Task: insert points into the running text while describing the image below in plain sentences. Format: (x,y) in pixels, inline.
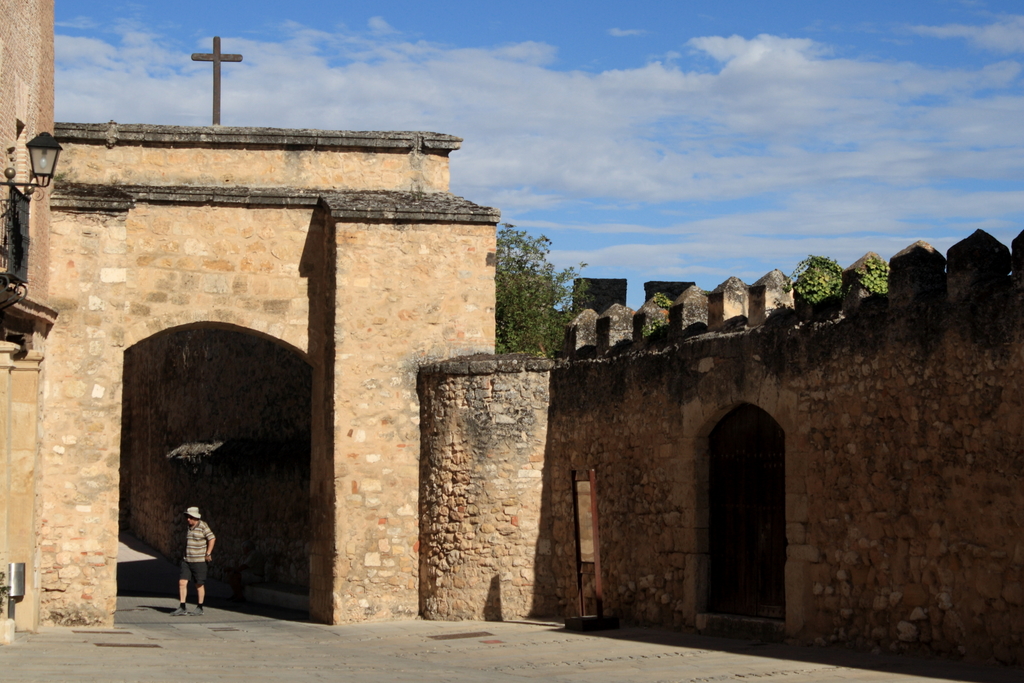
In the picture there is a fort (391,340) and above the fort (180,129) there is a Christ cross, under the roof (248,334) of the fort (215,560) there is a man (194,578).
